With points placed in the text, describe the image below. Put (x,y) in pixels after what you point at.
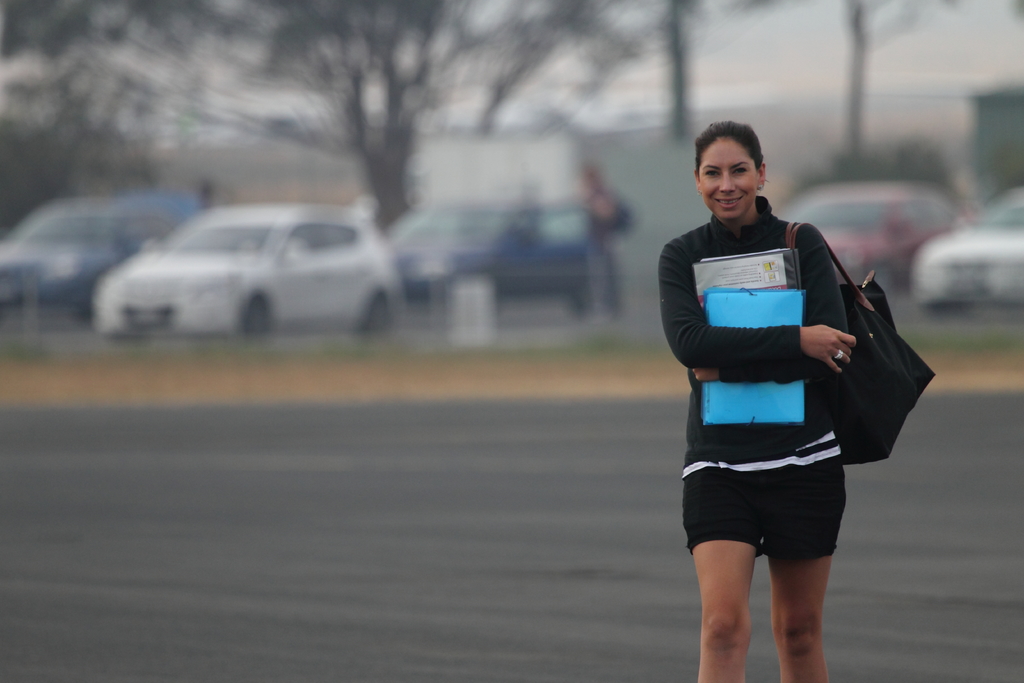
In this image there is a lady (778,456) wearing bag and holding books (736,310) in her hands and walking on a road (763,613), in the background (892,246) there are cars (882,215), trees (605,79) and it is blurred.
